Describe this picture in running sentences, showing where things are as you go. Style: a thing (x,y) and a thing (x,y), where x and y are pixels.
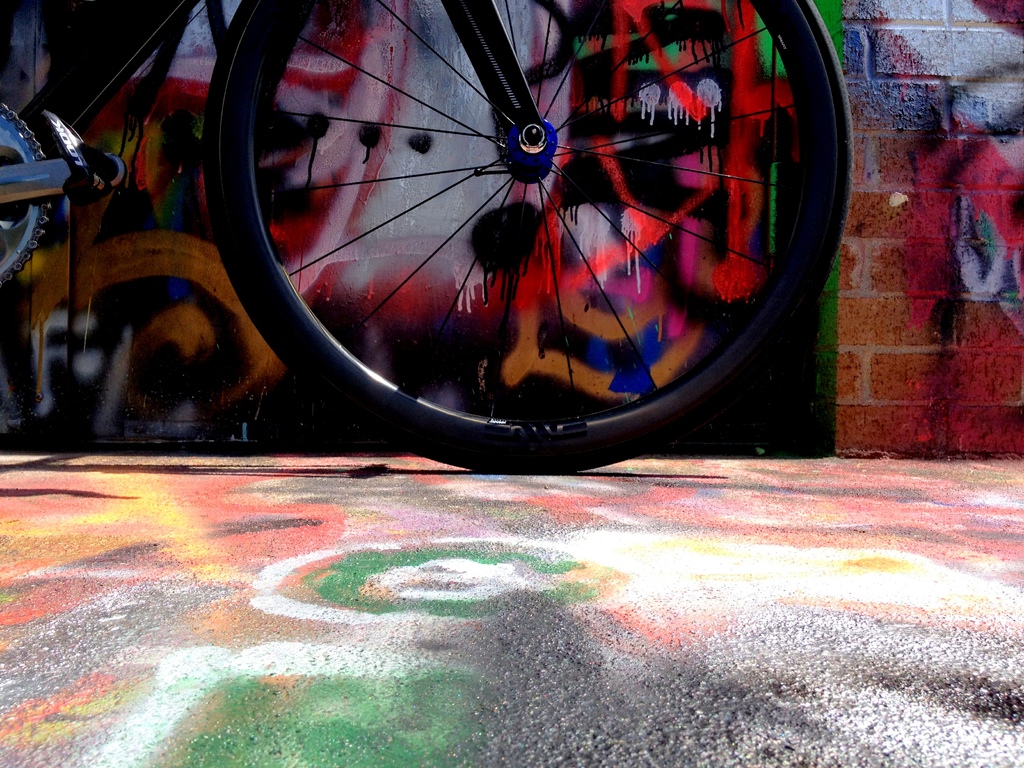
In this picture we can see a wheel (515,448) of a bicycle (498,456) on the ground (524,672) and in the background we can see a painting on the wall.
